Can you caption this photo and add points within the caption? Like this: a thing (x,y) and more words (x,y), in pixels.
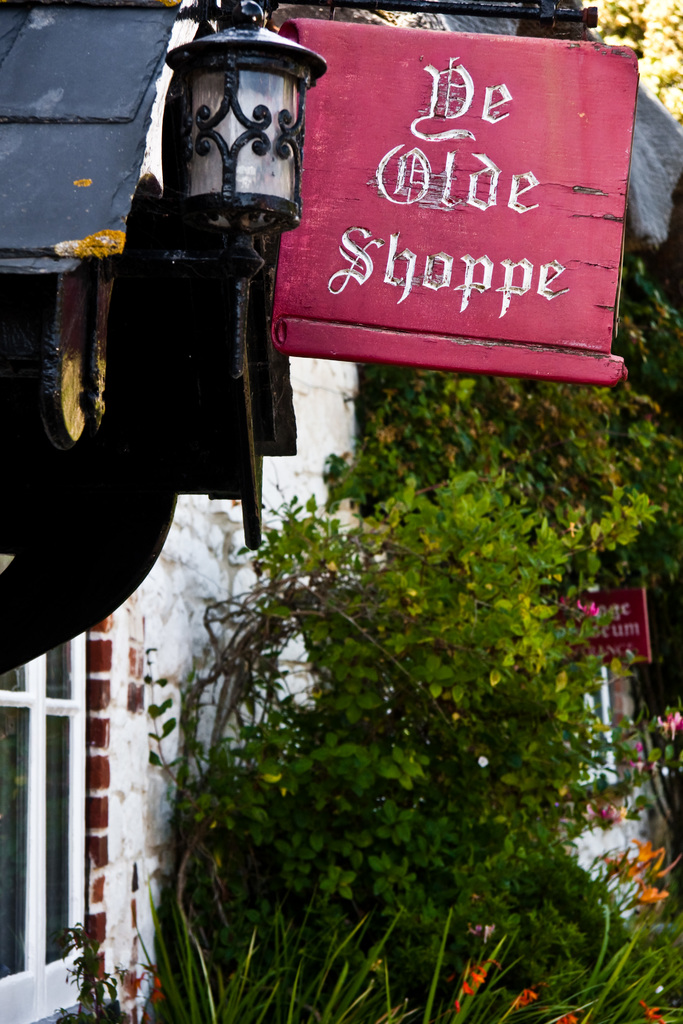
In this image, we can see some plants (398,569), we can see a wooden sign board (406,132). We can see a light (285,227) and a white window (35,774) on the left side (29,790).
